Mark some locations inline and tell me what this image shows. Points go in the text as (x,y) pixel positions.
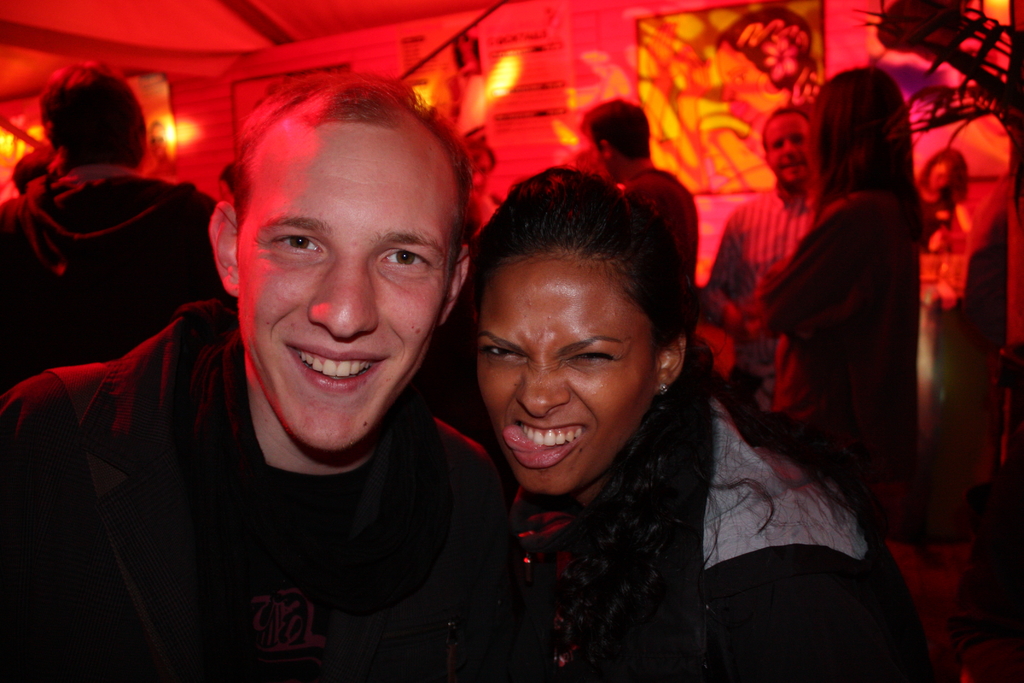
In this image I can see the group of people (437,511) with dresses (198,368). In the background (511,118) I can see the boards (530,123) and the lights (512,75).
